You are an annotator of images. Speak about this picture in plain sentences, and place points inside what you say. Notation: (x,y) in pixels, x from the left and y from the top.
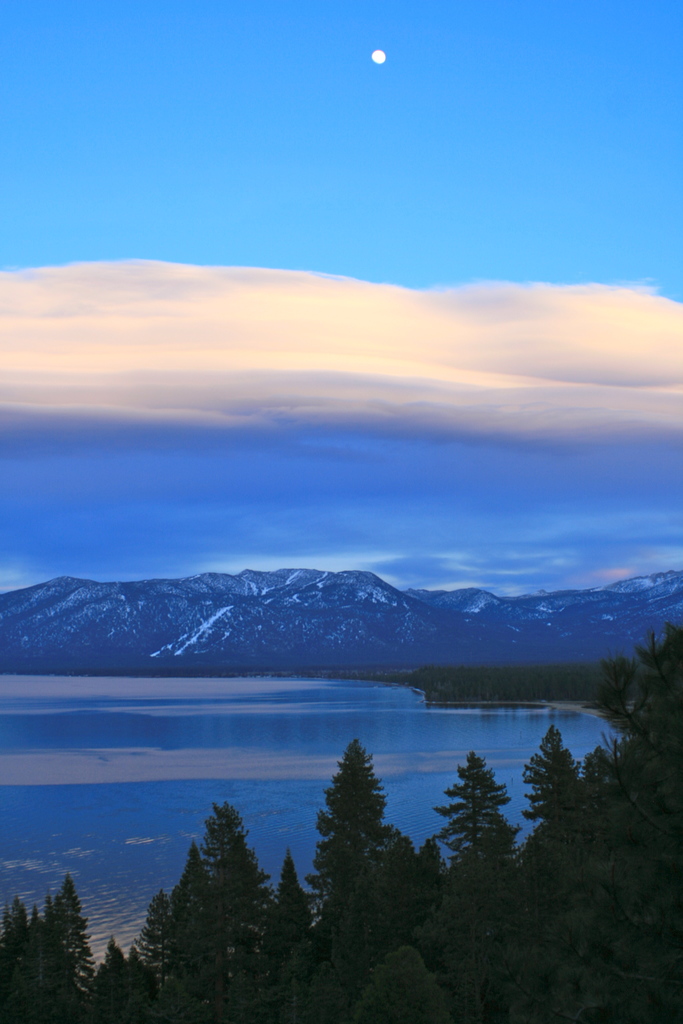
In this picture I can see water (312,742). I can see trees (509,851) on the right sides. I can see hills (340,617) in the background (365,614). I can see clouds (367,281) in the sky (360,243).
